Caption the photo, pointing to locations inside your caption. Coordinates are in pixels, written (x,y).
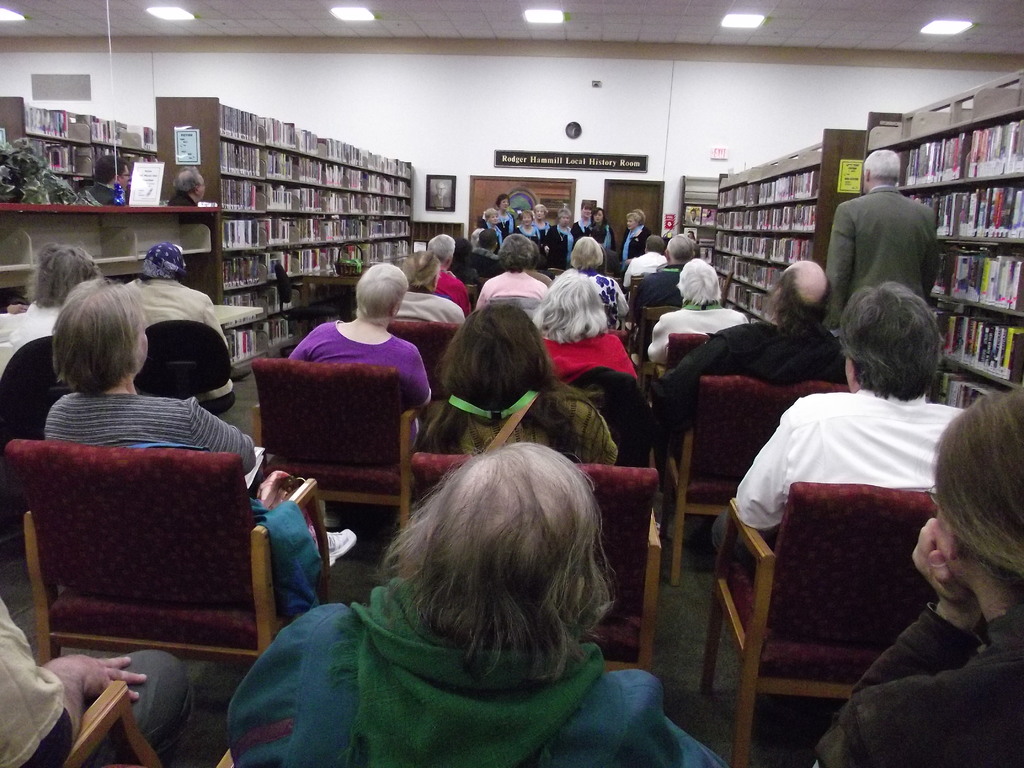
In this image there a some peoples (487,698) sitting on the chairs (363,389) and there is a racks (782,210) in which books (1012,272) are placed and in the background (484,114) there a wall (541,109) which is in white color and above that there is a roof (362,35) in which light (545,13) are placed.
